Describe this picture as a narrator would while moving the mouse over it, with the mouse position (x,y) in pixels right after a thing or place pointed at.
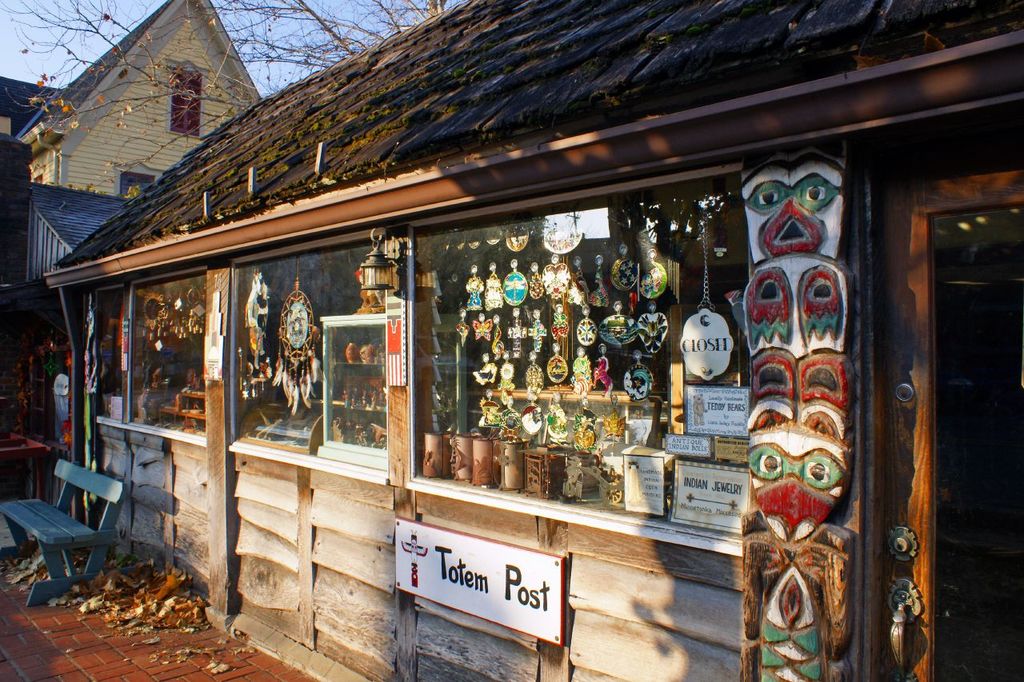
There is a store (405,262), it has many types of articles (474,294) and different materials (557,310), there is a board (412,523) attached to the wall (257,591) of the store (362,566) it is written as "totem post" on the board (404,569), there is a bench (56,535) in front of the store (82,415) and behind the store (210,175) there is a house (179,83) and on the right side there is a dry tree (325,31).
